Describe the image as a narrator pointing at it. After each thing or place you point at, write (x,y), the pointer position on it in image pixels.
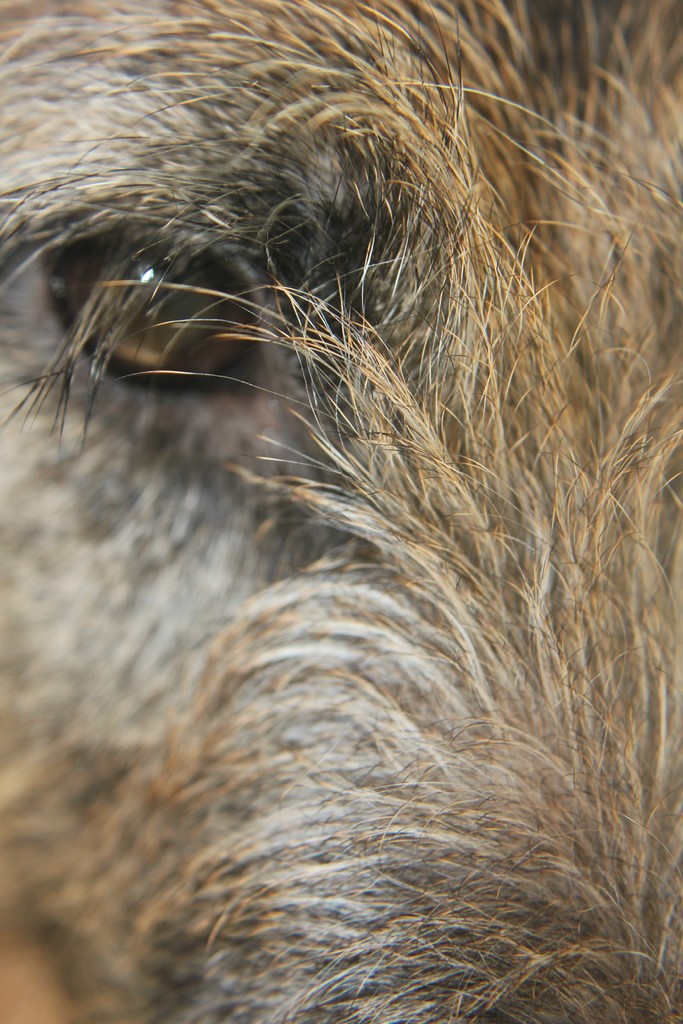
In this image I can see the face (189,260) of an animal (327,338).
